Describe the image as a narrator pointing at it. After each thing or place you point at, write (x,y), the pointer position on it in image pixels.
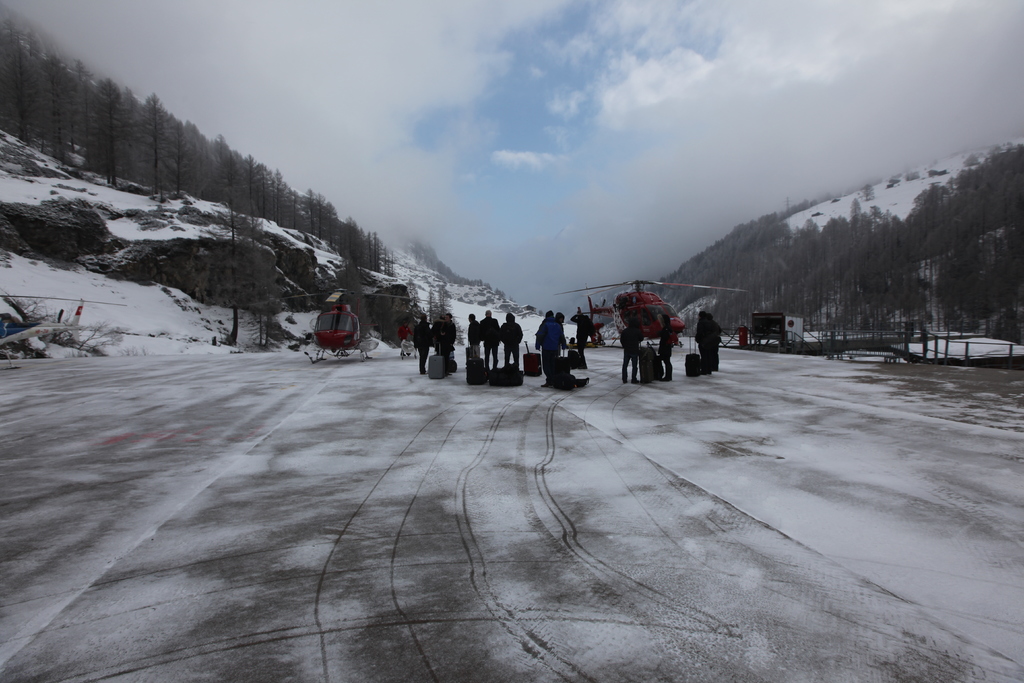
This image is taken outdoors. At the top of the image (496,157) there is a sky (620,166) with clouds (360,37). At the bottom of the image (588,622) there is a road (494,616). In the background (923,222) there are a few hills (810,275) covered with snow (215,229). There are many trees (856,261) with leaves (946,258), stems (925,258) and branches (956,242). There are a few rocks (364,284). In the middle of the image (668,364) a few people (557,334) are standing on the road (287,379) and there are a few luggage bags (474,363) on the road (722,358). On the right side of the image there are a few wooden sticks (908,331). In the middle of the image (346,338) there is a chopper (355,327) on the road (348,365).
